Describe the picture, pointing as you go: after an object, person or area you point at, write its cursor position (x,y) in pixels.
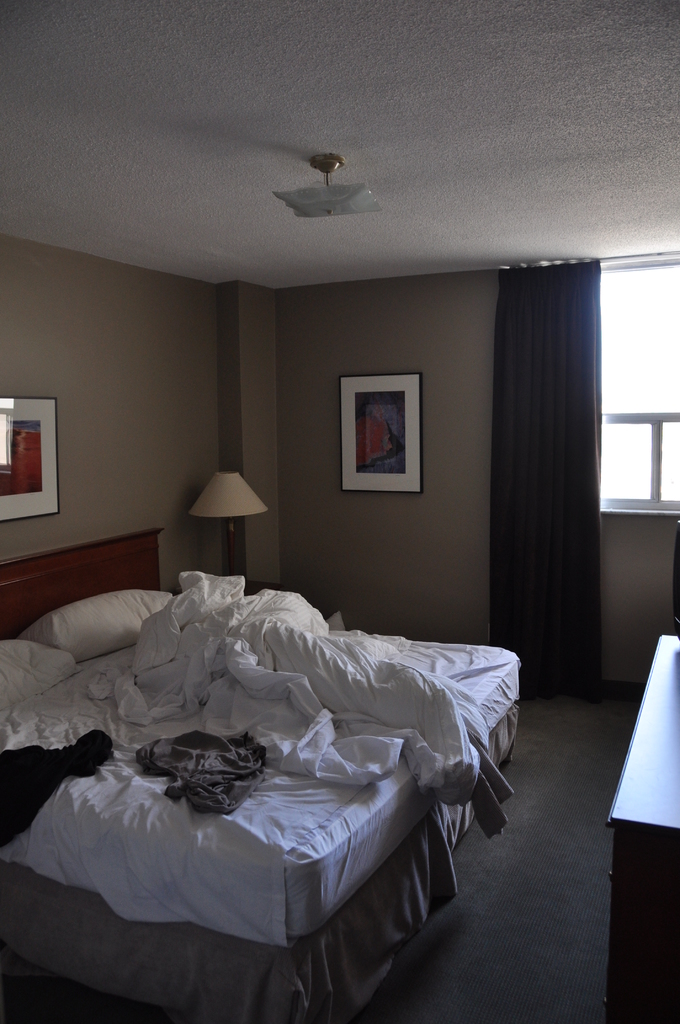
It's a Bed (79,926) in the left (97,963) and a lamp (235,511) in this corner and in the right (625,357) there is a curtain (595,672) and a window (618,380).
